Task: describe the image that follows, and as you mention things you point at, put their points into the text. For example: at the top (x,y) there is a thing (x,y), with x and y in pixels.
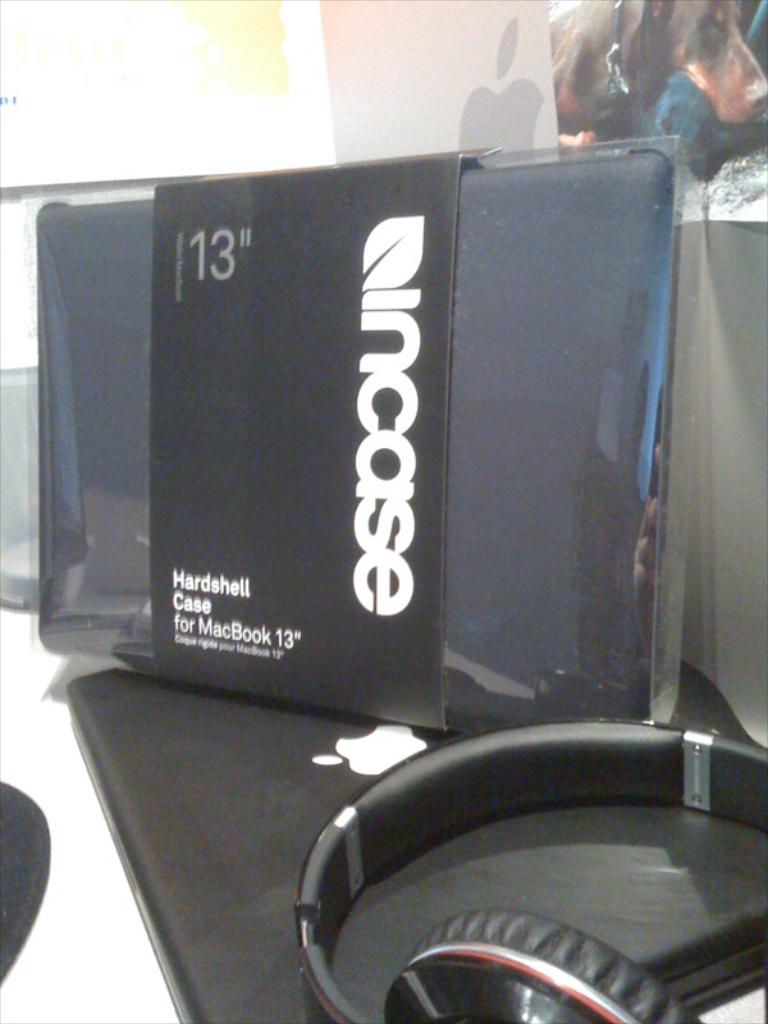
In this image in the center (476,603) it looks like a laptop case (418,338) and there is a headset (647,764) and laptop (498,840), in the background (400,75) there are some objects (525,53).
